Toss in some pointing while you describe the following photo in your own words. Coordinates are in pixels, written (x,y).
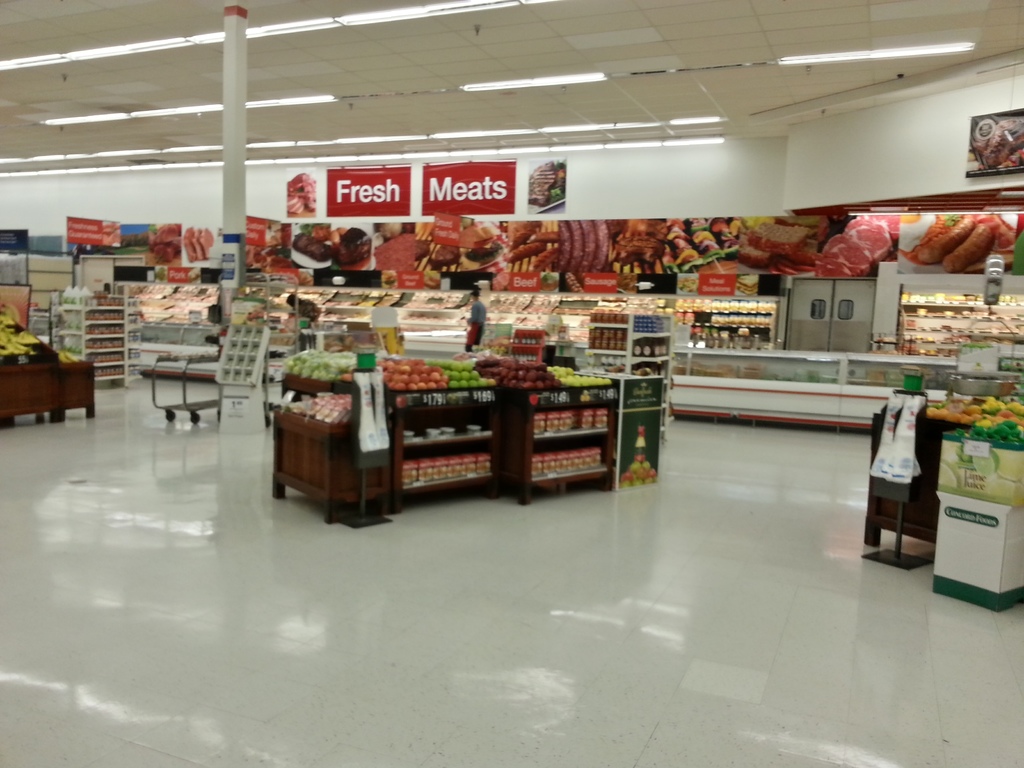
This image might be taken in super market (729,346). In the center of the image (577,426) we can see fruits (592,377) and some objects (534,416) arranged in shelves (434,451). On the right side of the image (972,418) we can see door (793,311) and vegetables (957,414). On the left side of the image (127,334) we can see objects (98,357) arranged in shelves (97,371) and cart (203,396). In the background (732,239) we can see posters (712,228), objects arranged in shelves (716,325) and wall (824,168).
